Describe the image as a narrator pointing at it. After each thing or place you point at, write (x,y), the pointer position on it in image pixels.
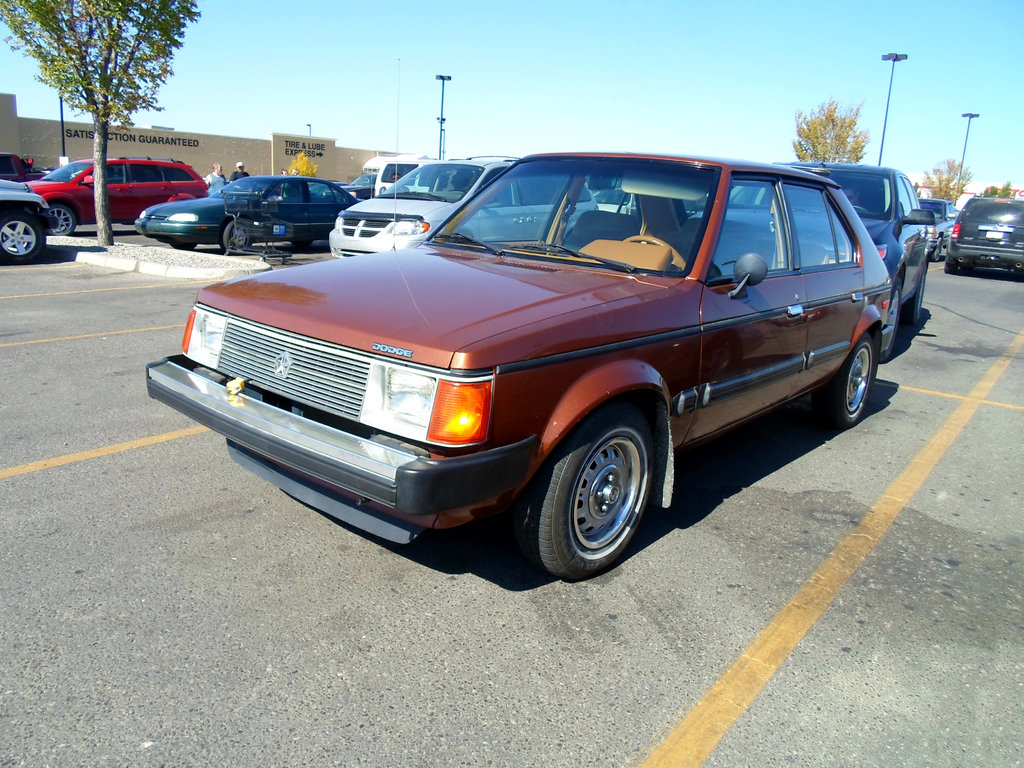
In this image we can see motor vehicles (453,391) on the road (647,528), poles (890,70), walls (147,135), trees (61,58), persons (218,172) standing and sky (404,107).
